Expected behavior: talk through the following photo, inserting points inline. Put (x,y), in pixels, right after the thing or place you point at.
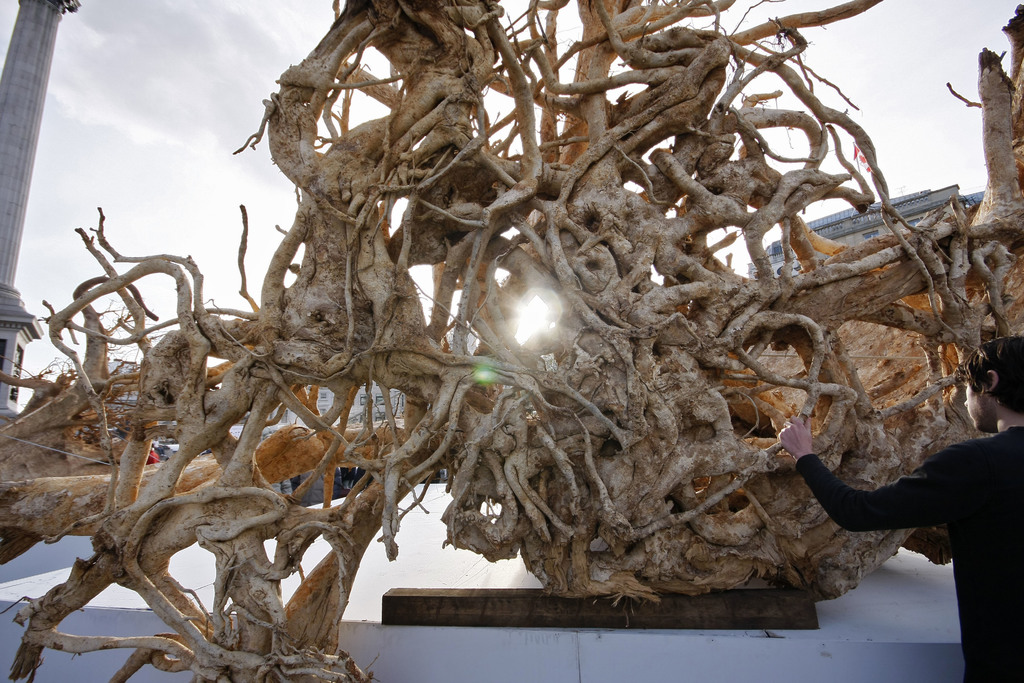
In this picture I can see there is a tree (617,234) and it has no leaves (579,403), there is a person (897,509) standing on the right side (990,483) and there is a pillar (4,243) at left side (4,76) and the sky (108,116) is cloudy.
